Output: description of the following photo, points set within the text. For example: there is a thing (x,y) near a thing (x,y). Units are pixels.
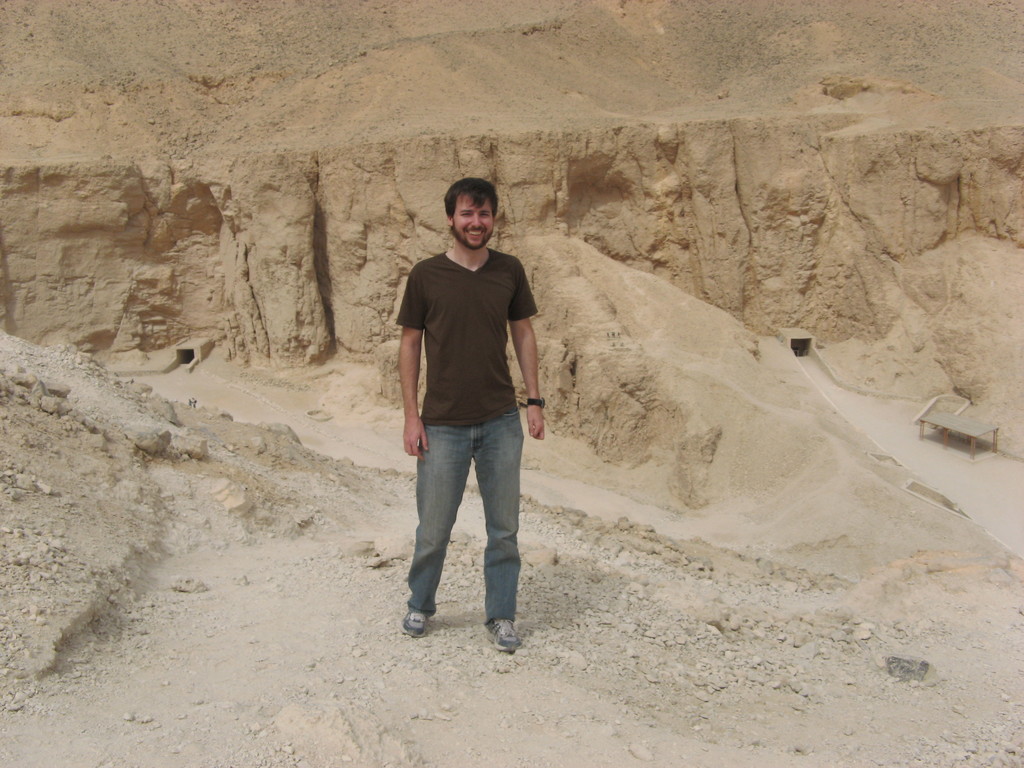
In the middle (495,465) I can see a person (421,631) is standing on the ground (666,720). In the background (200,301) I can see a mountain (362,383). This image is taken may be during a day.
